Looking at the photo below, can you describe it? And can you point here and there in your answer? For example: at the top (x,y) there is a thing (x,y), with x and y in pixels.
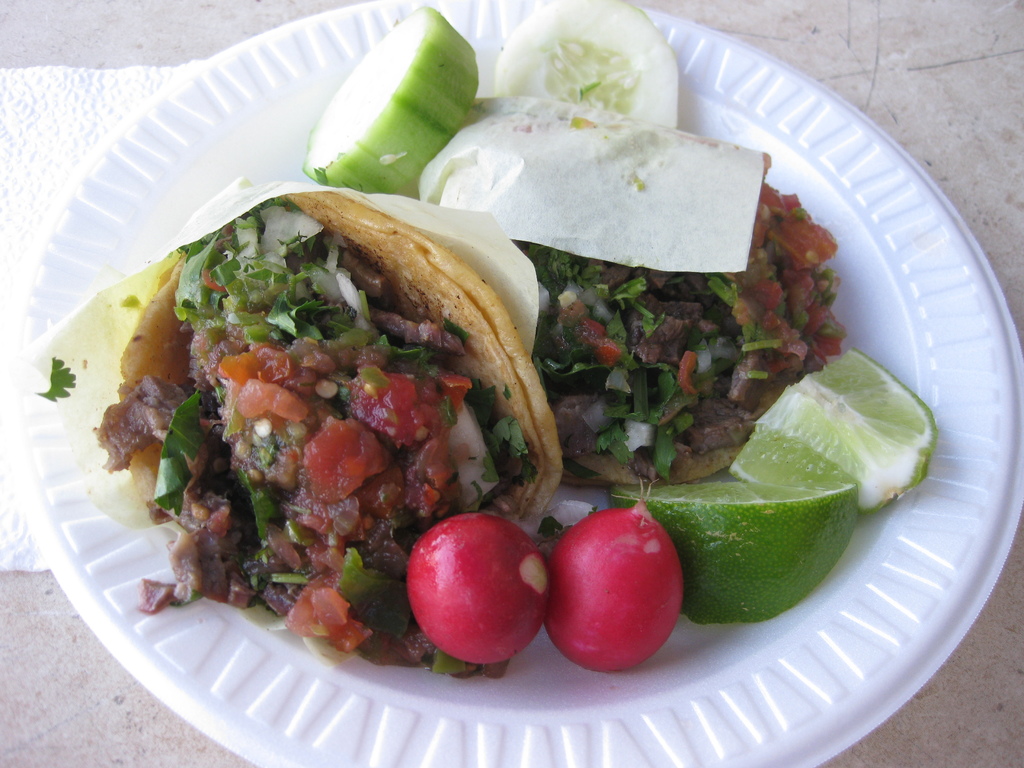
In this image I can see there are food items (446,424) in a white color plate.
